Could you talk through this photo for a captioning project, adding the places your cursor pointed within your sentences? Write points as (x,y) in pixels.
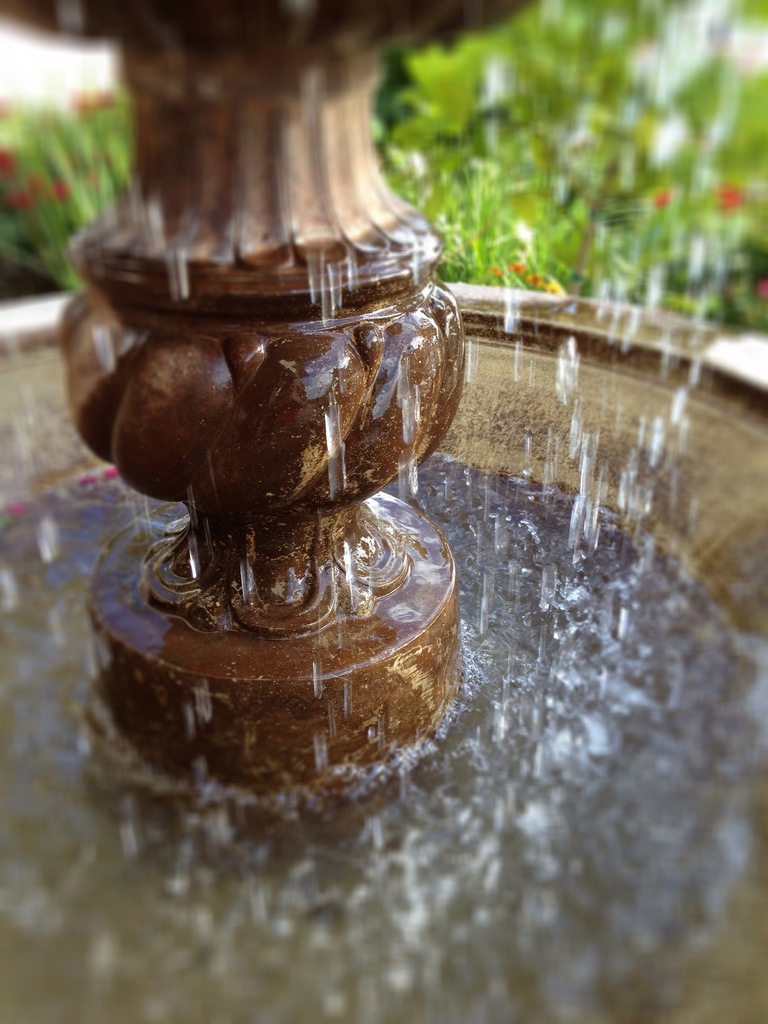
In this image I can see the fountain (508,378). In the background (485,153) I can see few flowers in red color and few plants (524,185) in green color.
